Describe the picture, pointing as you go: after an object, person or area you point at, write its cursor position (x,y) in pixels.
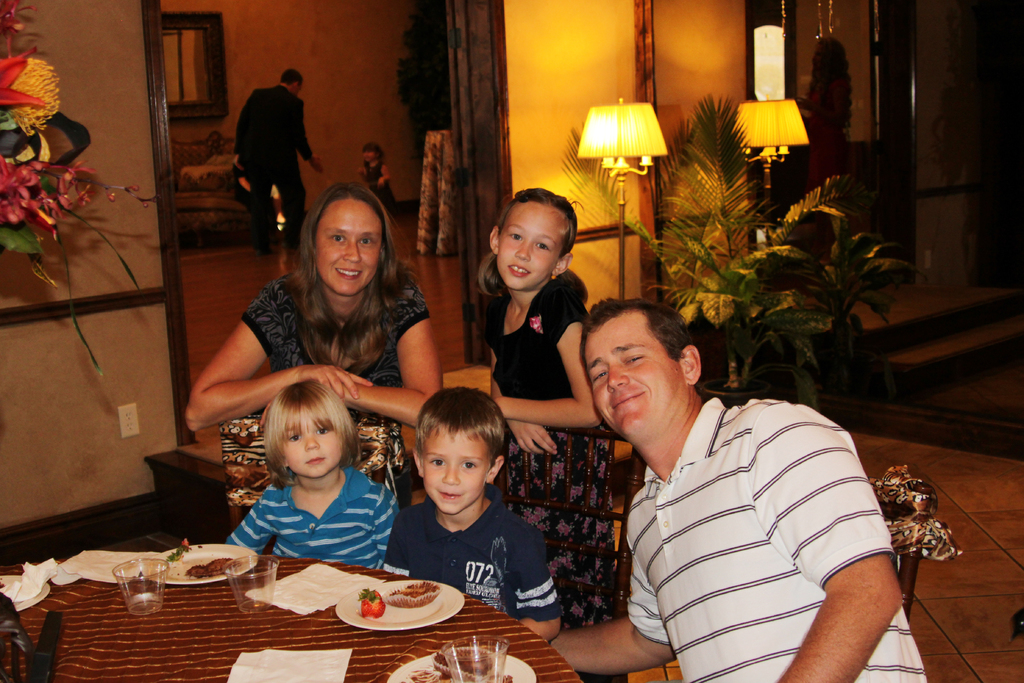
There are three people (475,463) sitting in front of a table (338,627) which has some eatables (363,591) on it and there are two persons (424,304) standing behind them and there are two persons (275,115) in the background (297,107).
